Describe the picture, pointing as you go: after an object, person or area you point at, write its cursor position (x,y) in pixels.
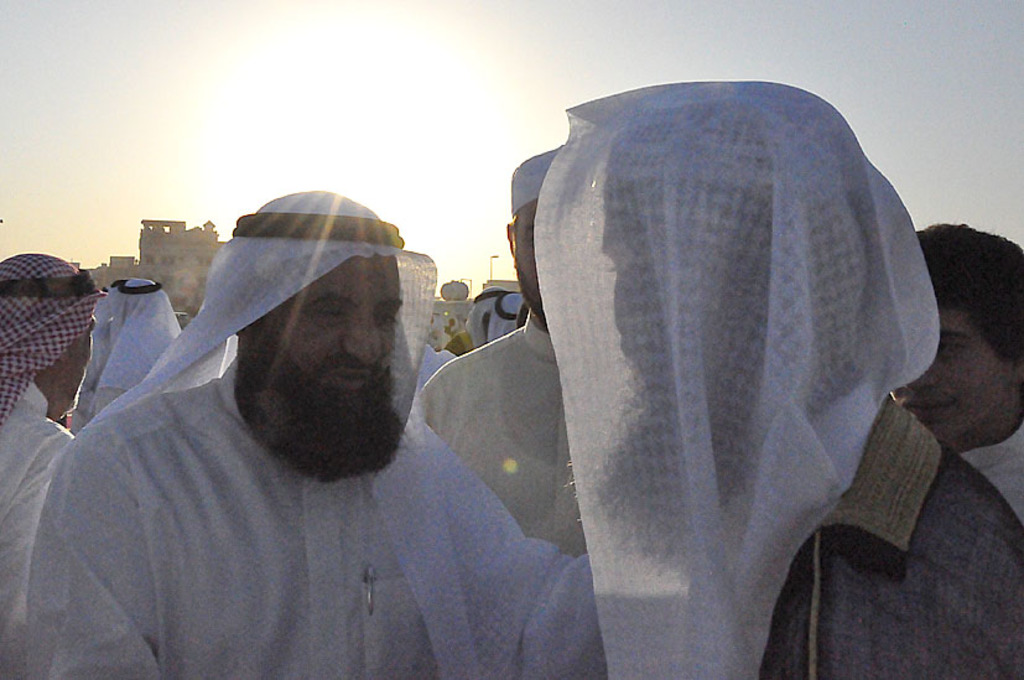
In this picture we can see a group of people (275,507) and in the background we can see buildings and the sky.
